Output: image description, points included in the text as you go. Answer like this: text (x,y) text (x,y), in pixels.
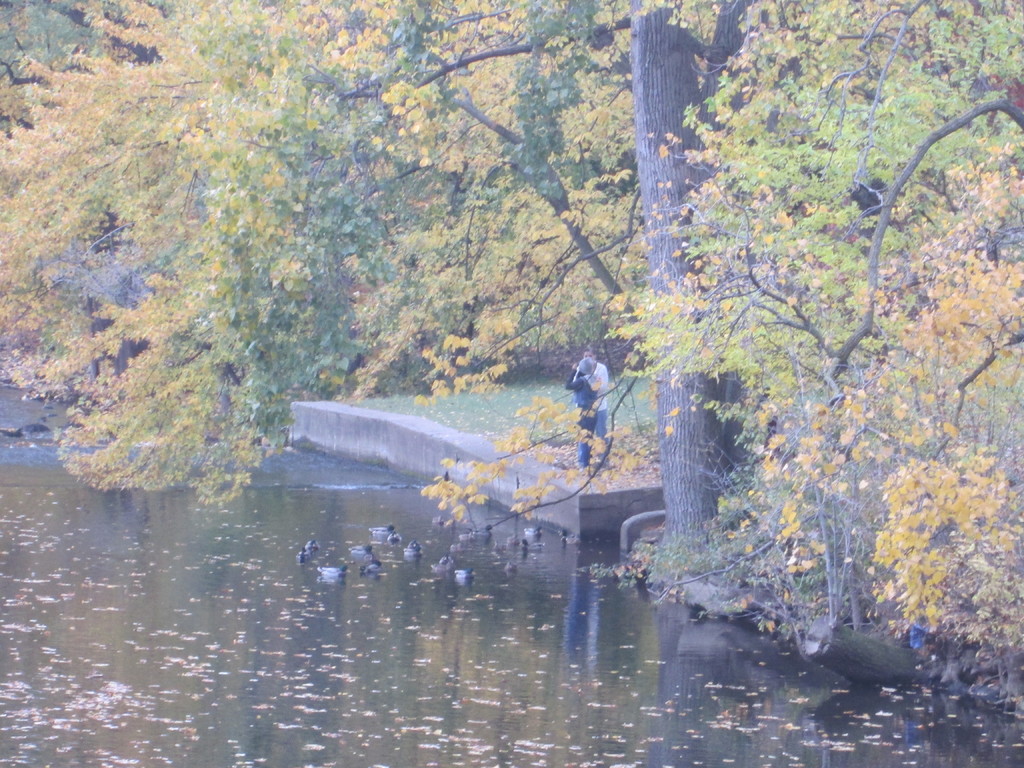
In this picture we can see ducks (400,538) on the water (288,594), two people (590,379) standing on the ground (458,418), grass (488,399) and in the background (109,169) we can see trees (321,262).
